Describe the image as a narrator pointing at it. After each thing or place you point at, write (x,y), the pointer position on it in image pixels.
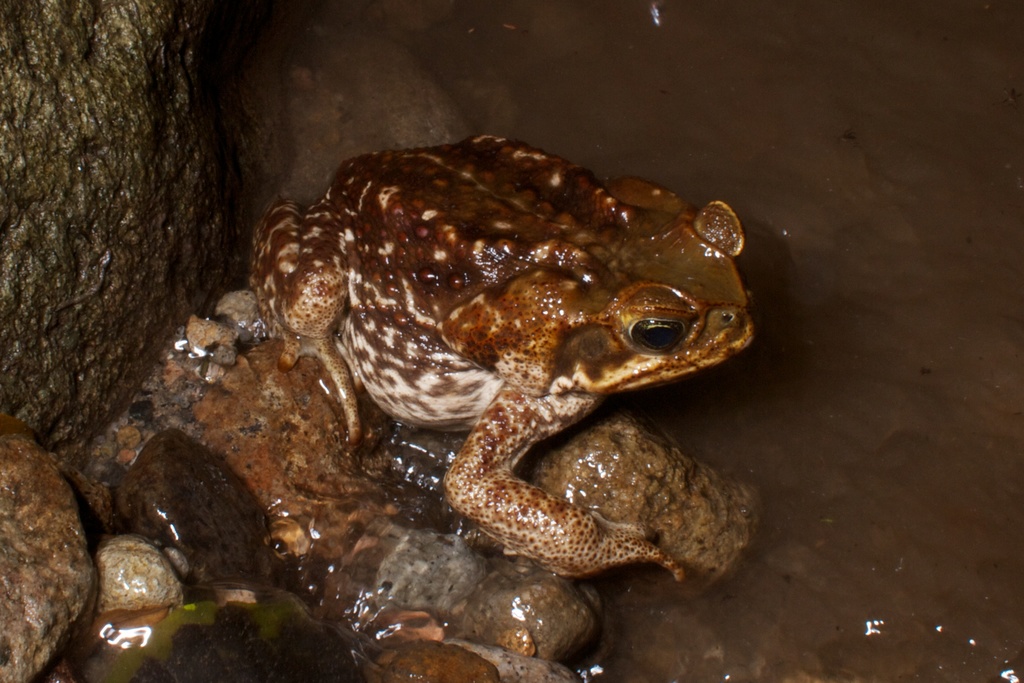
This picture shows a frog (586,295) in the water (962,287). We see stones (95,95) and frog (651,240) is a brown and white in color.
